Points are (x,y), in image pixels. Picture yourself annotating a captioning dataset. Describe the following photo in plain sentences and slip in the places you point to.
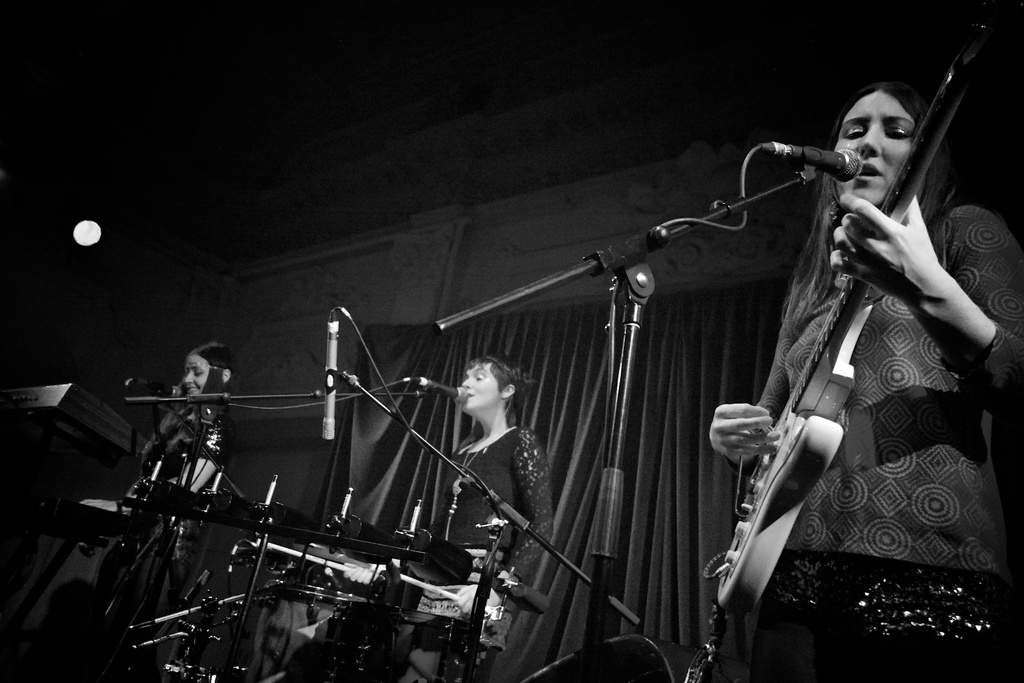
In this image i can see there are three women (724,423) are playing musical instruments (274,526) in front of a microphone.
